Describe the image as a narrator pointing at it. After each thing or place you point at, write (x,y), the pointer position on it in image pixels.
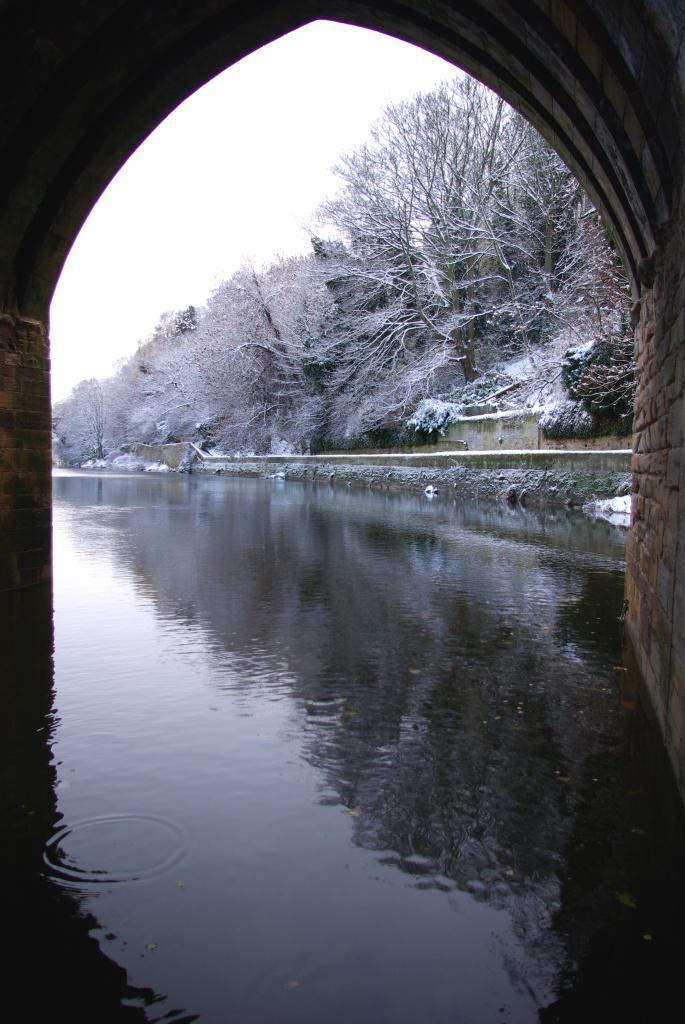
In the center of the image (331,610) we can see a bridge (476,16), water (432,795) and wall (554,442). In the background of the image (319,432) we can see the trees (428,275) which are covered with ice (288,382). At the top of the image (268,132) we can see the sky (144,298).
